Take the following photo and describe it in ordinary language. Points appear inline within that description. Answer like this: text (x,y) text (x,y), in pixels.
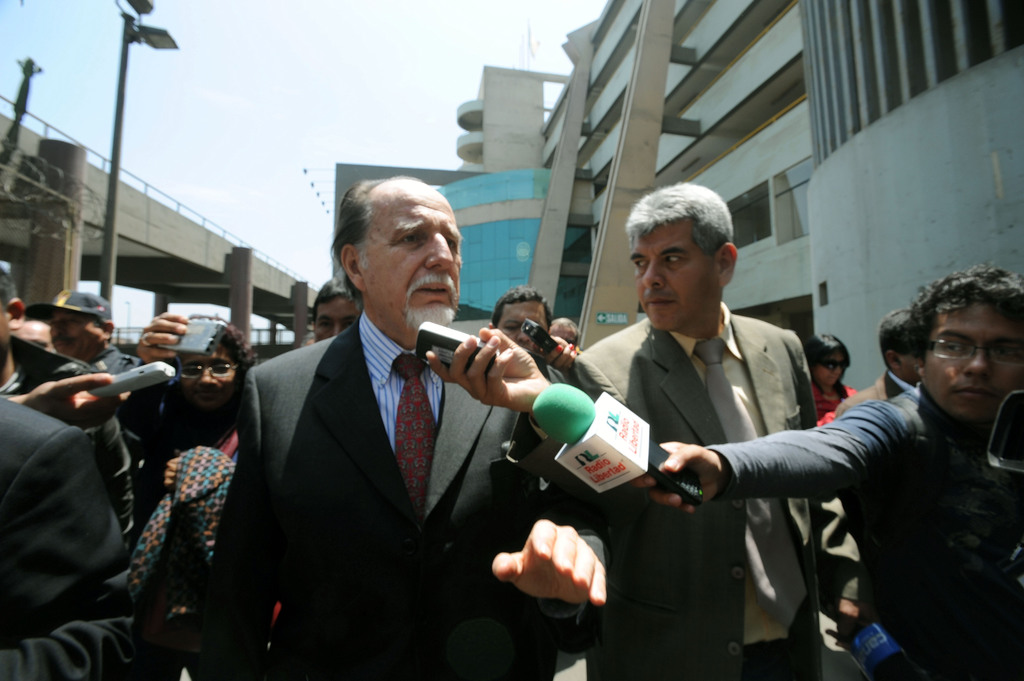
In the center of the image (413,374) there is a person (297,415). Beside him there are people (933,323) holding the mikes (636,450), recorders (151,368). On the left side of the image (171,252) there is a bridge (168,300). There are poles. On the right side of the image (786,136) there are buildings (658,156). In the background of the image (391,83) there is sky (301,69).
